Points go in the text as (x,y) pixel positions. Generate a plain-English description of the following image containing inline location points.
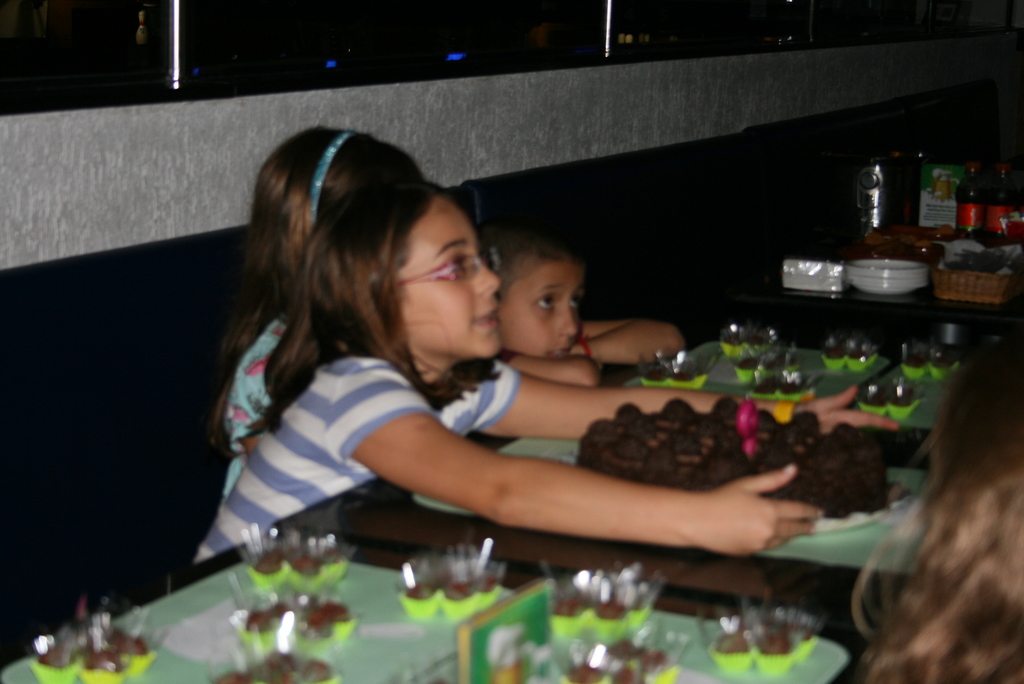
This is the picture taken in a room (572,395), there are three kids (389,377) sitting on a bench (144,477) in front of the people (531,302) there is table (391,634) on the table (405,636) there are some cookies (454,595) and cake (727,458). Behind the people (573,362) there are other table (913,312) on the table (903,304) there are plates (887,285), basket (937,288), boxes (928,185) and bottles (957,223). background of the kids (398,345) is a wall (240,126).
